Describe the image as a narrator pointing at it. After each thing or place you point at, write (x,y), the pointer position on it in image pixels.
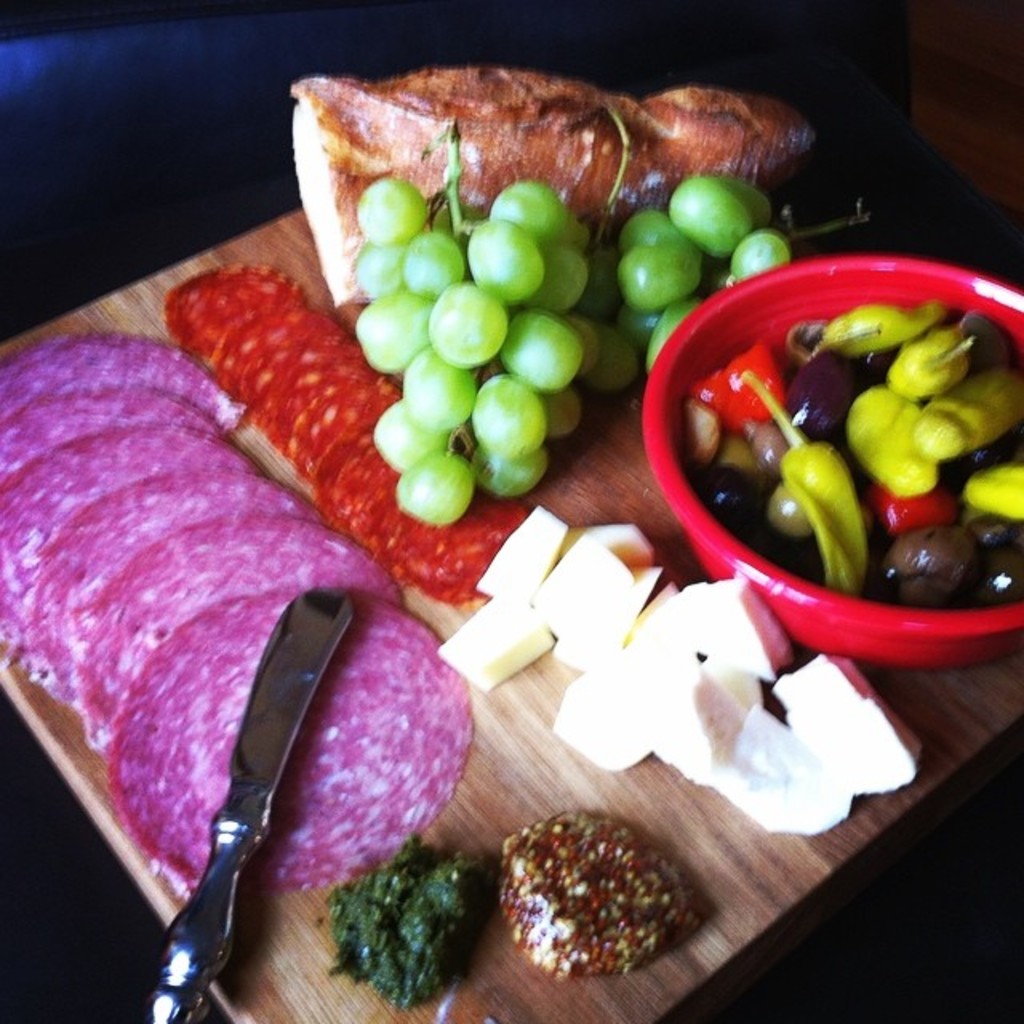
In this image we can see a tray (516,805) on which some food items (455,687), knife (187,954) and a bowl (828,504) in which some food items (822,502) are there.
